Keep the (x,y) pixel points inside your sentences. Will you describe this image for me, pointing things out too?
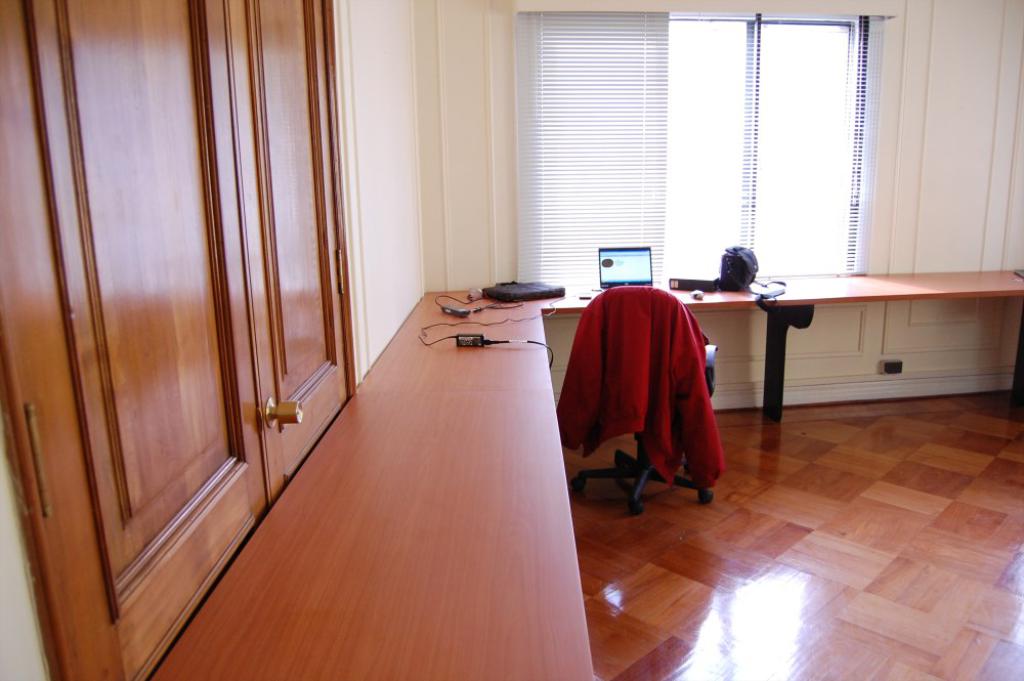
In this image I can see on the left side (285,255) there are doors (267,335), in the middle (627,278) there is a laptop (642,275) on the table (470,437) and there is a chair (710,354). This is the glass window (680,199) with the curtains (627,209).
